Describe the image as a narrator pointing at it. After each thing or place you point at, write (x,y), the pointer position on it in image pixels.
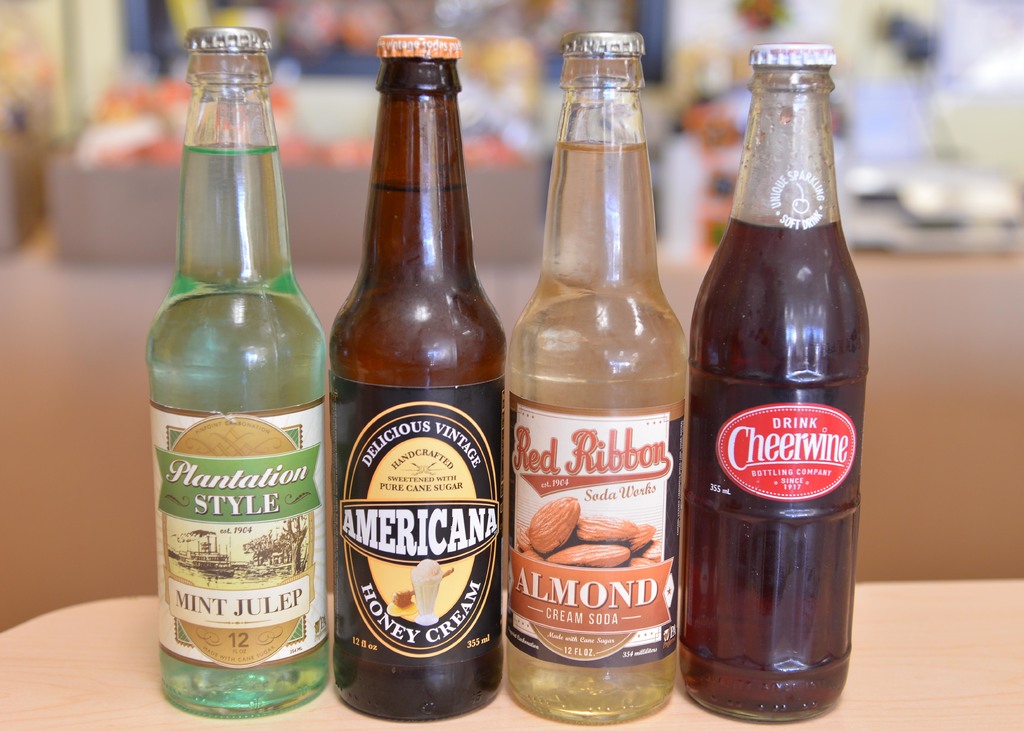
These 4 bottles (208,397) are highlighted in this picture. These 4 bottles (425,272) are filled with liquids (434,267). On this bottle (569,325) there is a picture (555,557) of almonds (597,547).
